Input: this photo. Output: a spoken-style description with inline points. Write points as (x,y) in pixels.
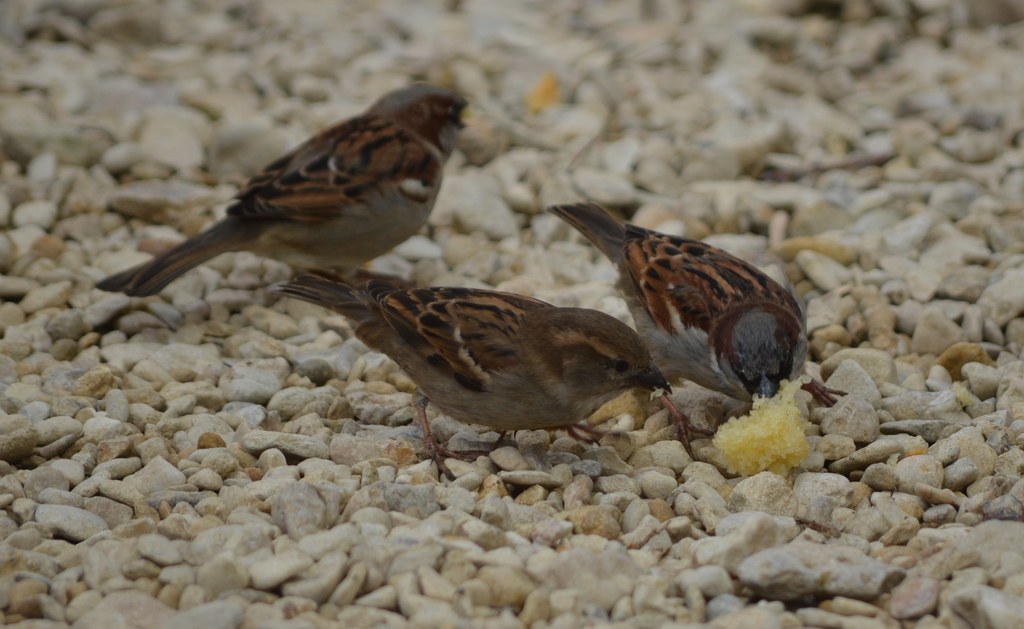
In this image there are three sparrow (549,319) on stones (429,507).
